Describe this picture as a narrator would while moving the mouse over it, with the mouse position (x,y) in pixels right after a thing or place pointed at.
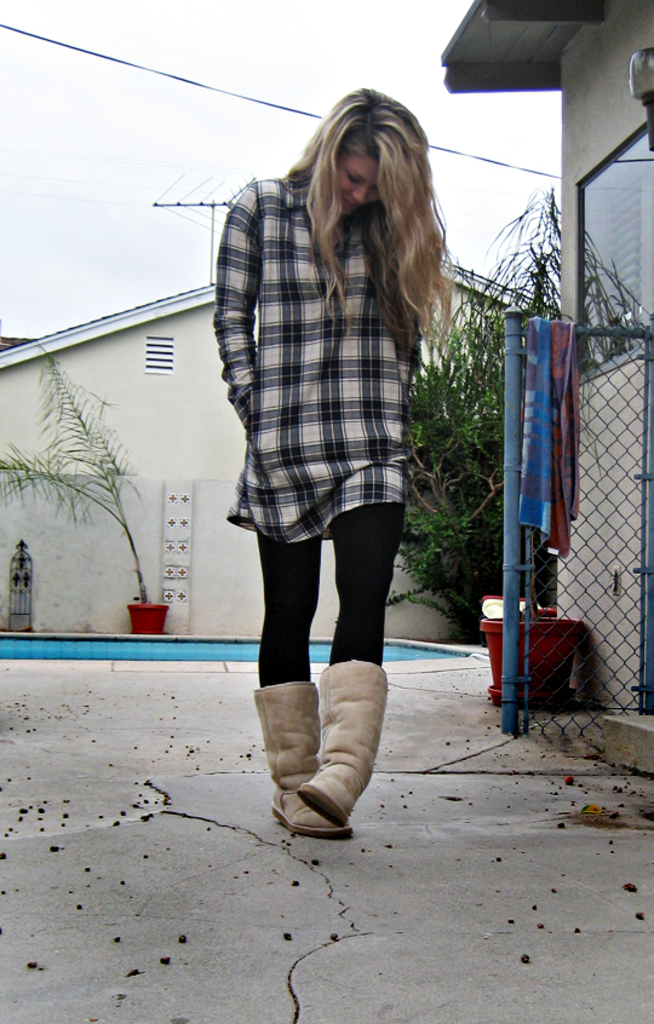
In this picture there is a woman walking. At the back (126,447) there are buildings (597,382). On the right side of the image (570,341) there is a cloth (541,452) on the fence (580,504) and there are plants (446,524) in the pots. There is an object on the wall (589,601). At the top (43,324) there is sky (70,89) and there are wires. At the bottom (497,922) there is a floor (557,940).
